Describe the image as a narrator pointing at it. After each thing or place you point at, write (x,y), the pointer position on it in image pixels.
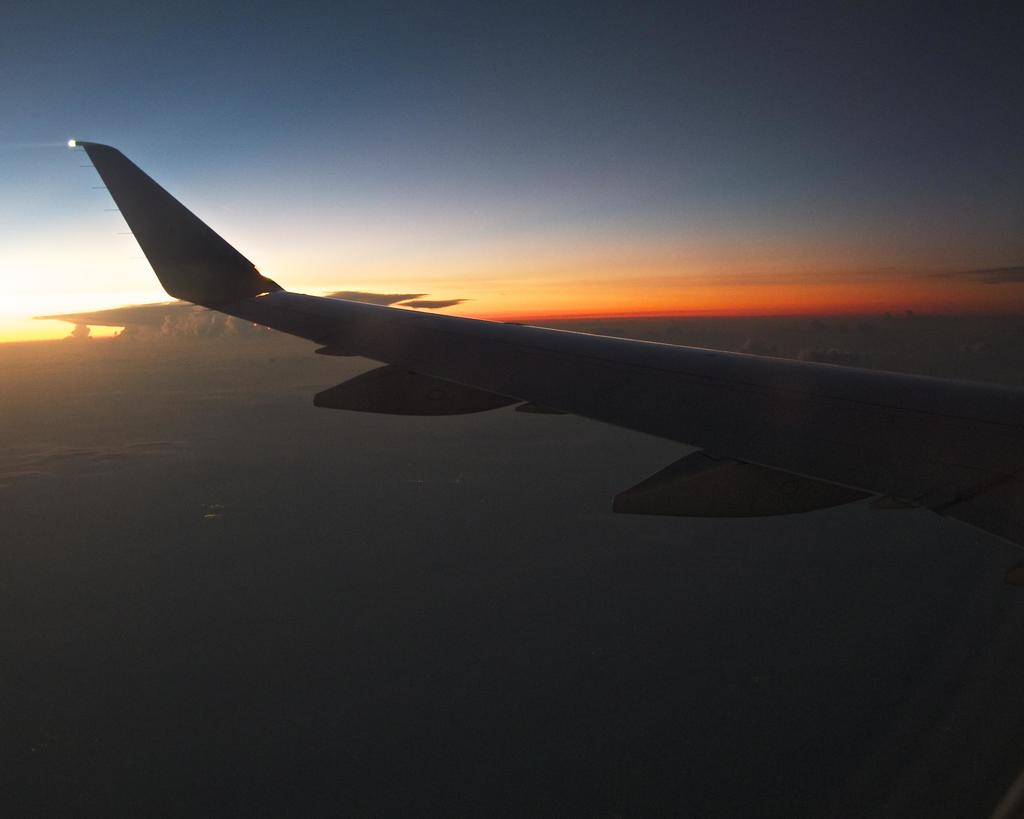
In this image we can see wing (327,402) of a plane (520,382) in the air (561,206). In the background (561,206) we can see clouds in the sky (382,123).
